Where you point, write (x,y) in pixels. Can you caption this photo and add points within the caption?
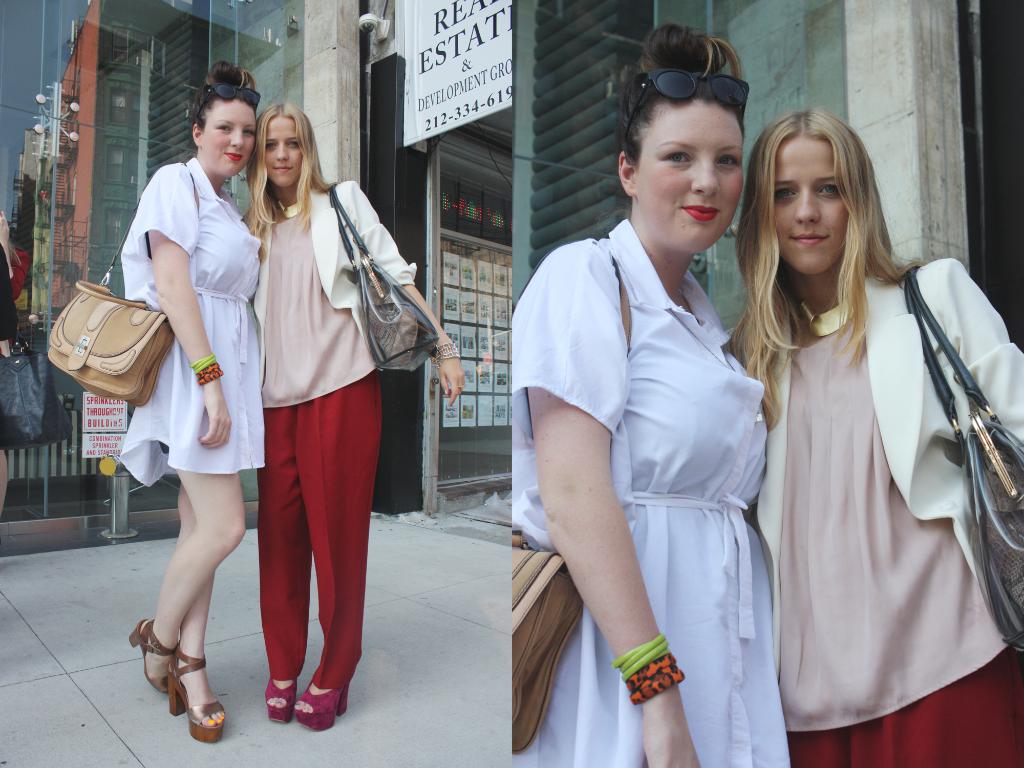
In this image there are two woman (586,733) standing on the floor (255,570) with their handbags (113,305). In the background of the image (12,214) we can see a store (66,216).
